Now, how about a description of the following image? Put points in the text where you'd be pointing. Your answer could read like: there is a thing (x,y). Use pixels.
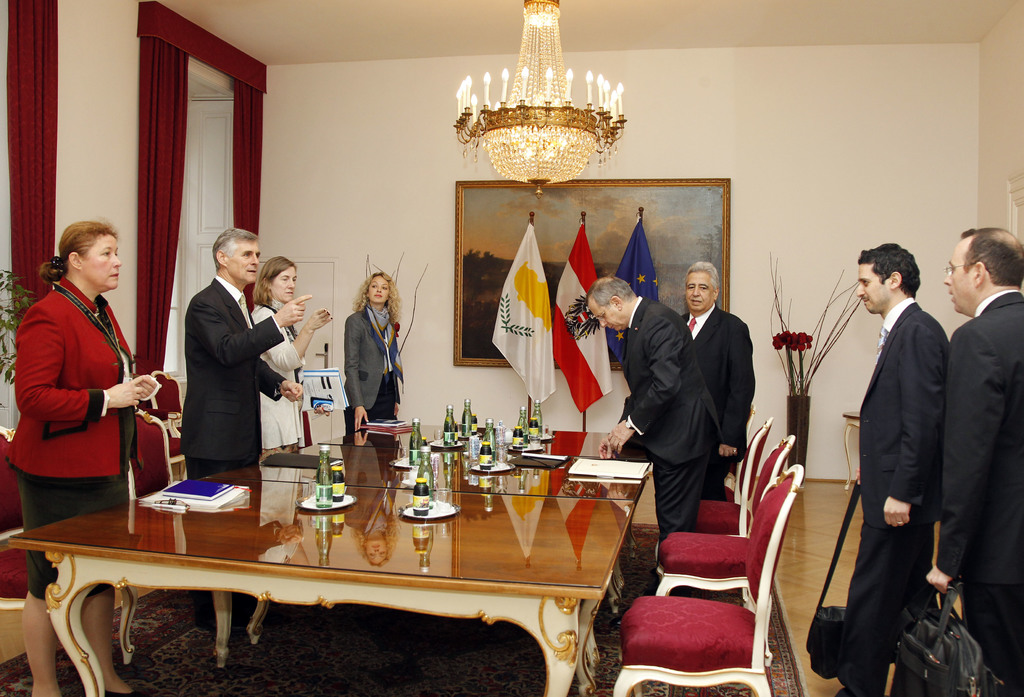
This picture shows a group of people (35,424) standing and speaking each other, we see a table (567,442) and few chairs (678,647) and water bottles (448,408) on the table (291,485). here we see three flags (566,314) and a photo frame (708,224) on the wall (738,217) and a chandelier light (478,119).
